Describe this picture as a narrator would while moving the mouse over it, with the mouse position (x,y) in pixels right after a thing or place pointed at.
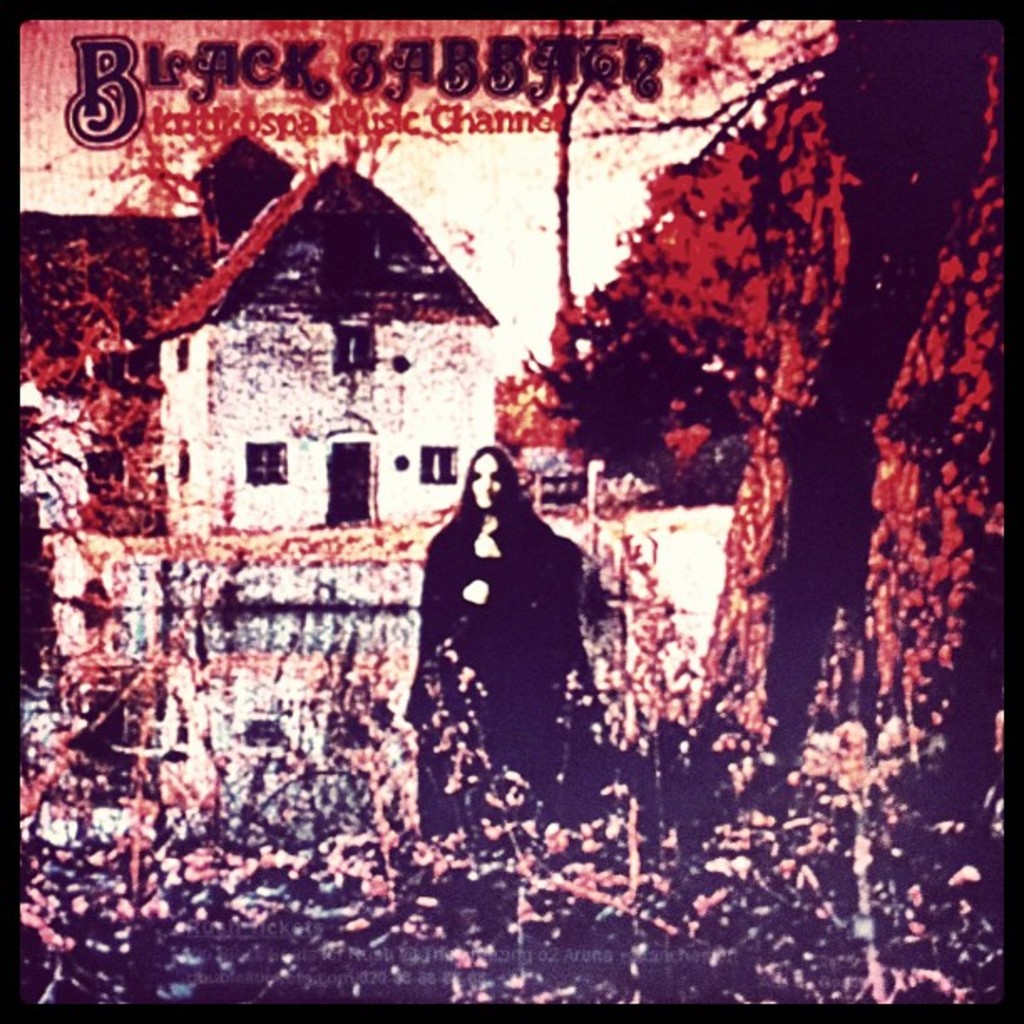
This is an edited image. In this image we can see building (311,437), trees (530,407), woman (474,771) standing on the ground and some text (463,128) at the top of the image (536,122).
